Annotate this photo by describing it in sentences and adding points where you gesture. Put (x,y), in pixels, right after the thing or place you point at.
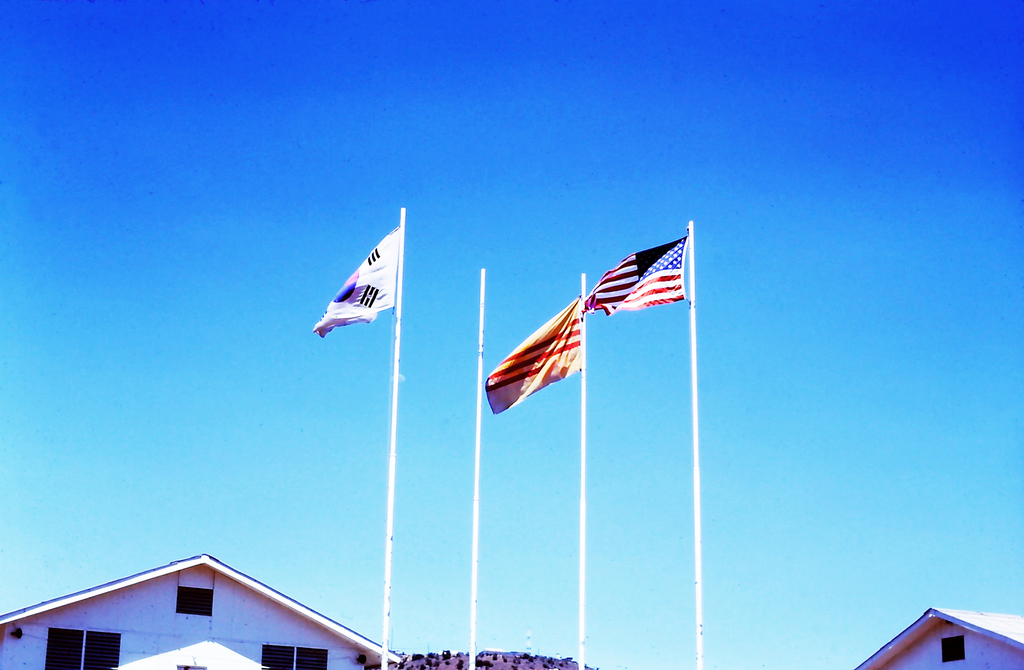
In this picture there are four poles (478,558) in the center (395,436). For the three poles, there are flags (568,342) which are in different colors. At the bottom (276,666) there are buildings (946,646). In the background (435,331) there is a sky (518,154).
